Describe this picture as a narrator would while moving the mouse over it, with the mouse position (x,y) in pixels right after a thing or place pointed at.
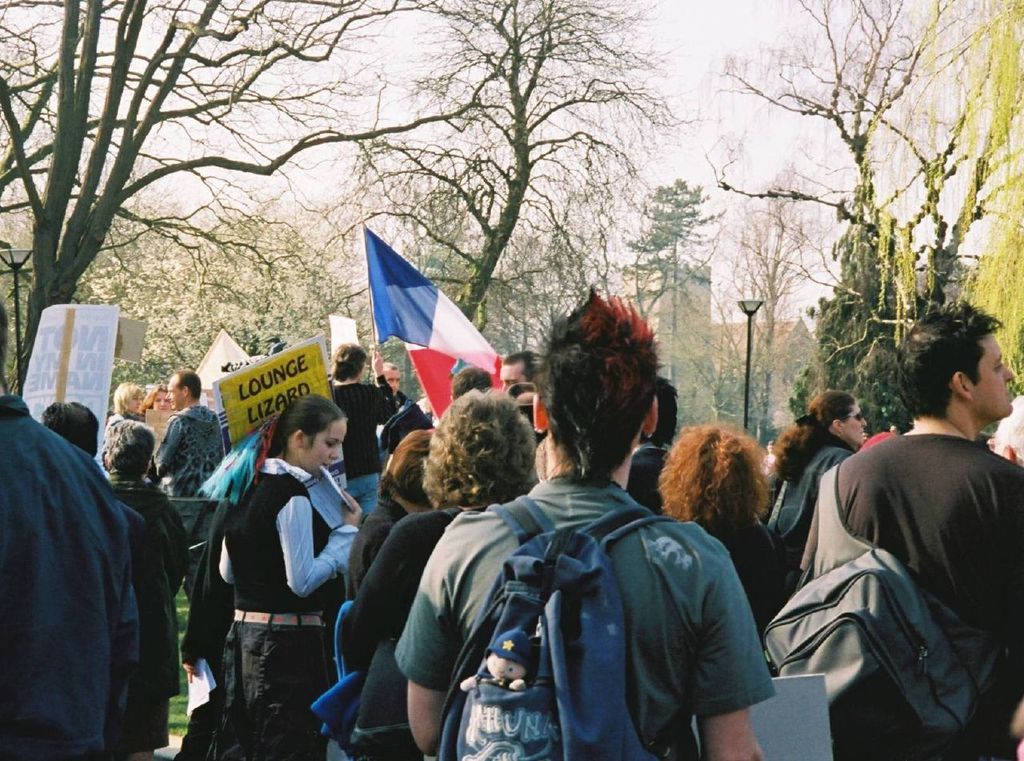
In this image we can see people (223,523) are protesting by holding banners (254,388) and flags (420,334) in their hand (383,362). We can see trees (452,242) and pole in the background of the image (748,338). The sky (695,141) is in white color.
